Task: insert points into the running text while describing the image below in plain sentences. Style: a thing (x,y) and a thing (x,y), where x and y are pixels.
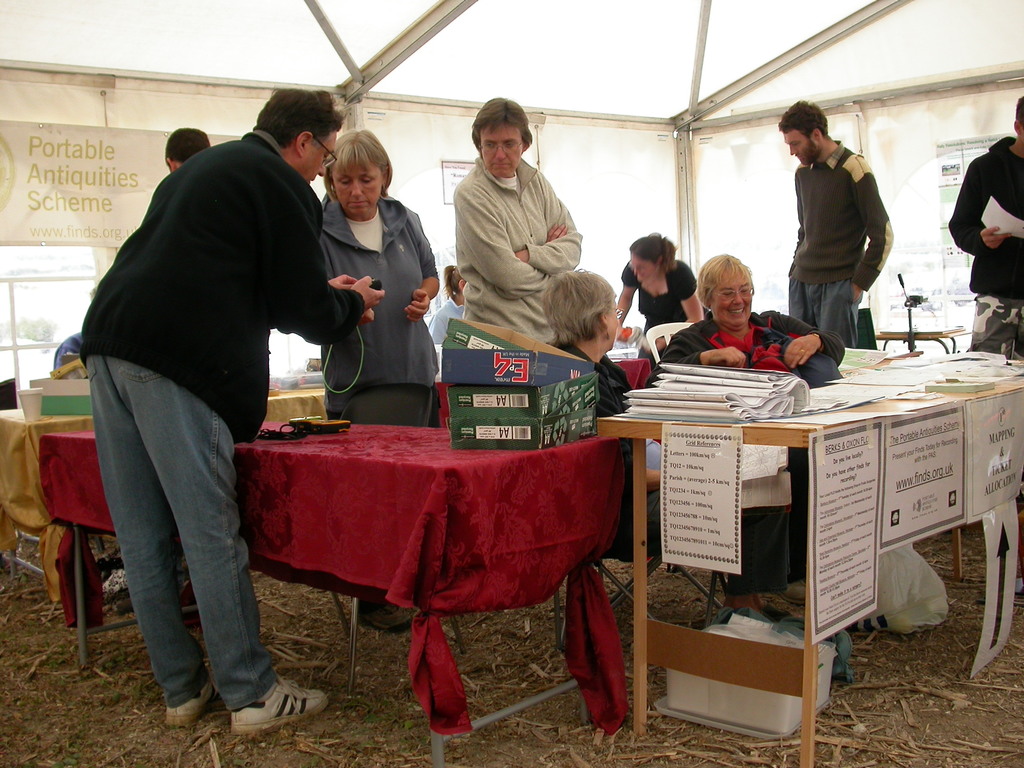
In this image i can see few persons (594,279) some are sitting and some are standing, i can see few cardboard (512,408) on table (455,455) at the back ground (125,174) i can see a banner (110,180), and a tent (150,123).
